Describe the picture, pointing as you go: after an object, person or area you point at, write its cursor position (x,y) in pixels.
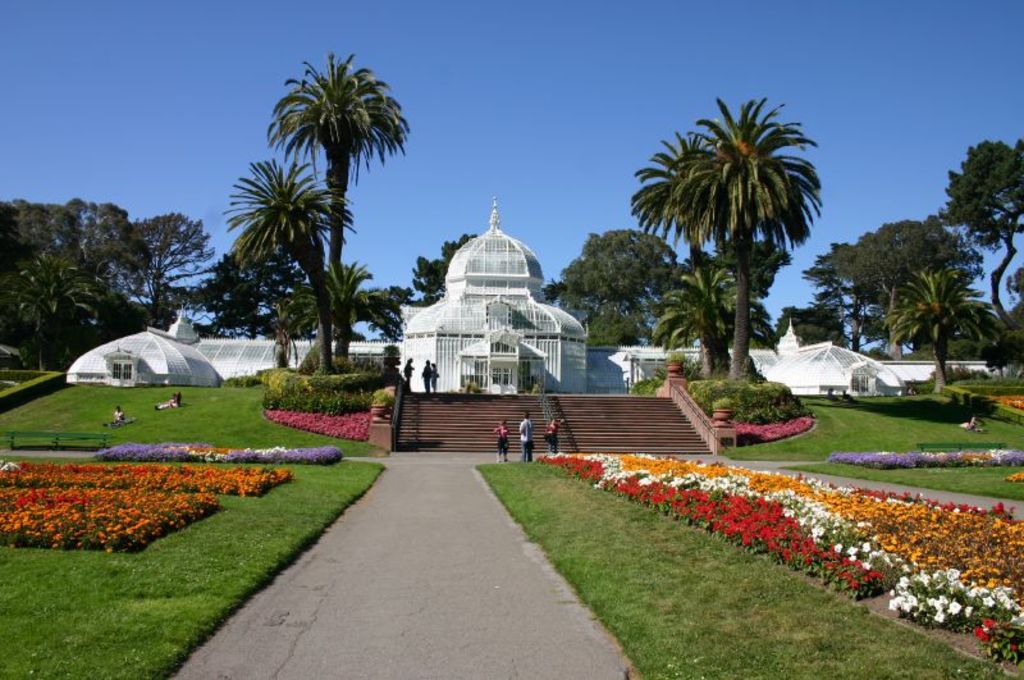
In this image I see the green grass (17,655), flowers (842,458) which are colorful and I see the stairs (530,407) over here and I can also see the path (316,640) and few people (118,411) and in the background (15,330) I see the bushes (360,375), white color buildings (653,350), trees (705,323) and the blue sky (520,119).
